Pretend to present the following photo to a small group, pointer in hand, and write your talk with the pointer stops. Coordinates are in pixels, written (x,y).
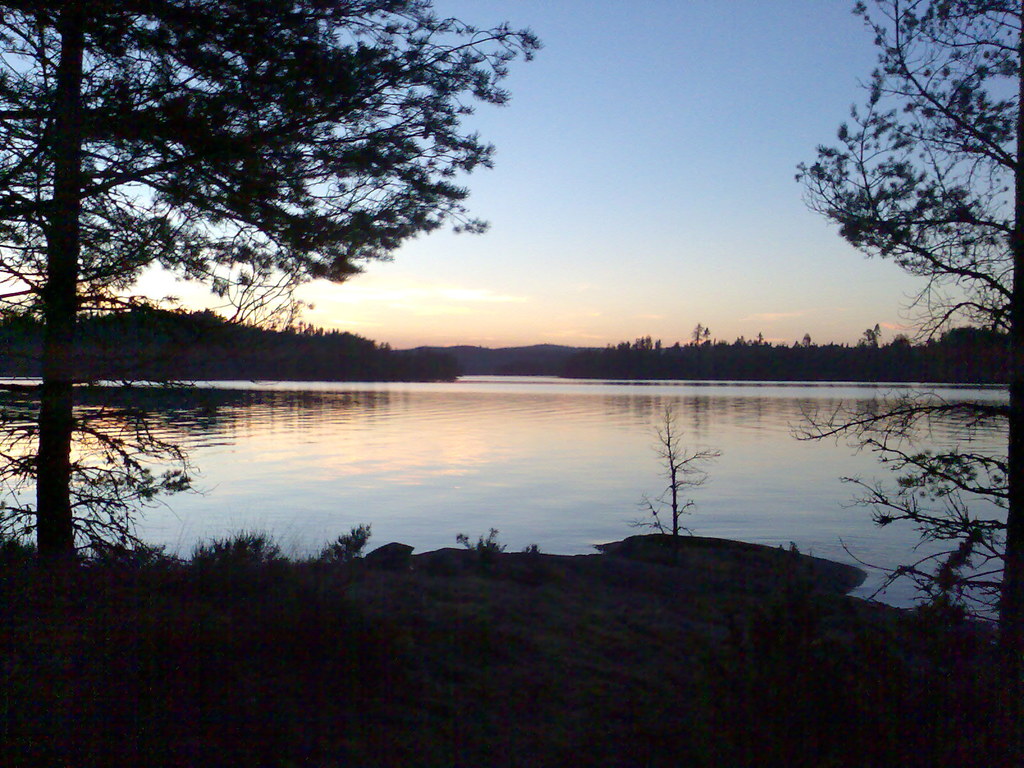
This part of the image is dark, where we can see the grass (463,593), trees (1021,365), water (441,450) and the sky (494,259) in the background (597,242).
